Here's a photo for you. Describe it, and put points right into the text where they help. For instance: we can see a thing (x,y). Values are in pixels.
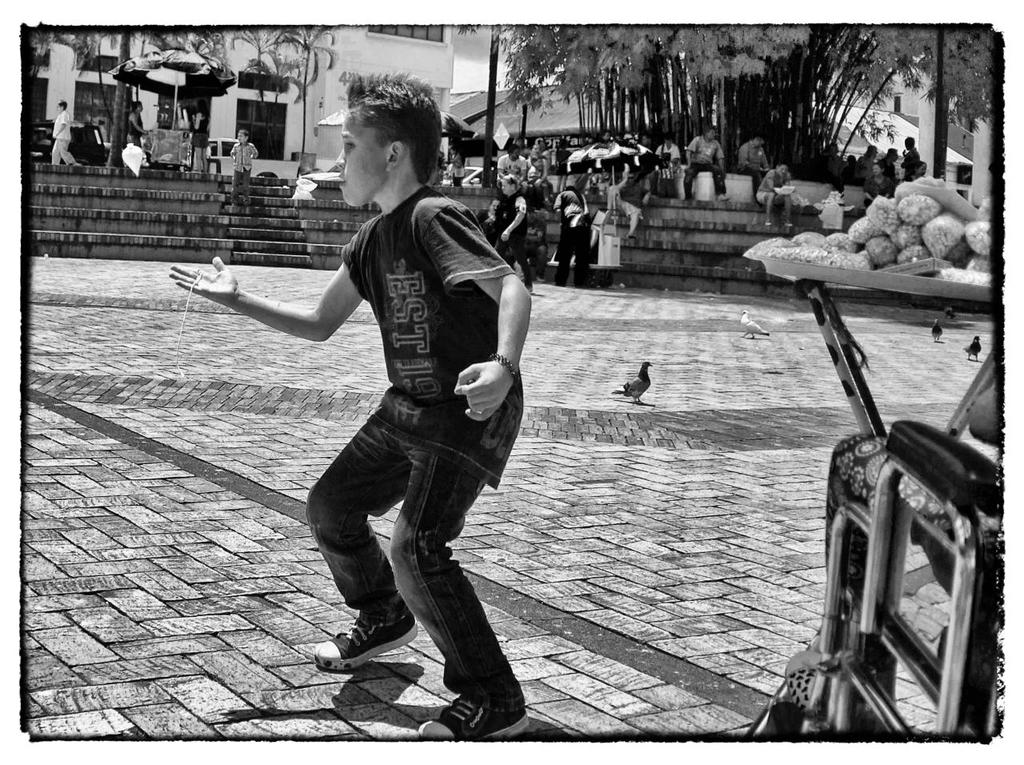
In this image we can see a boy (464,341) is dancing. He is wearing t-shirt (429,350) and jeans (384,557). Background of the image (119,224) steps (201,207) are there and trees (700,105) are present and one building (275,102) is there. Right side of the image (959,566) one wheelchair (940,538) is present.
